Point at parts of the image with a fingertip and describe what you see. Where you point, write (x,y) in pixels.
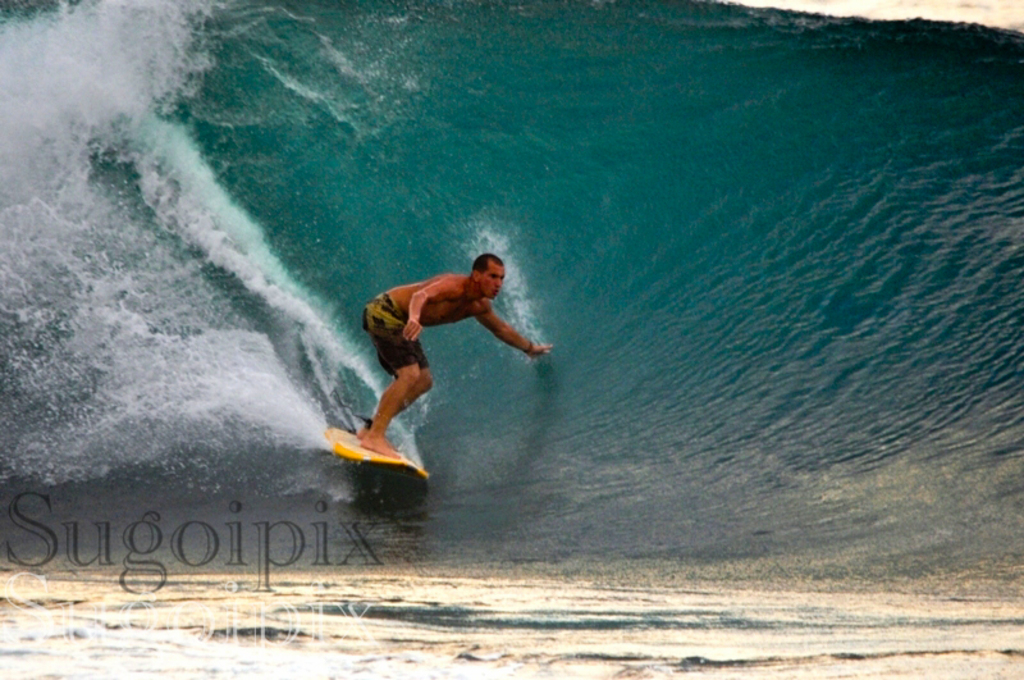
In this image I can see the person (367,439) on the surfboard (350,444) and the surfboard (337,444) is on the water (283,407) and the board (353,448) is in yellow color.
